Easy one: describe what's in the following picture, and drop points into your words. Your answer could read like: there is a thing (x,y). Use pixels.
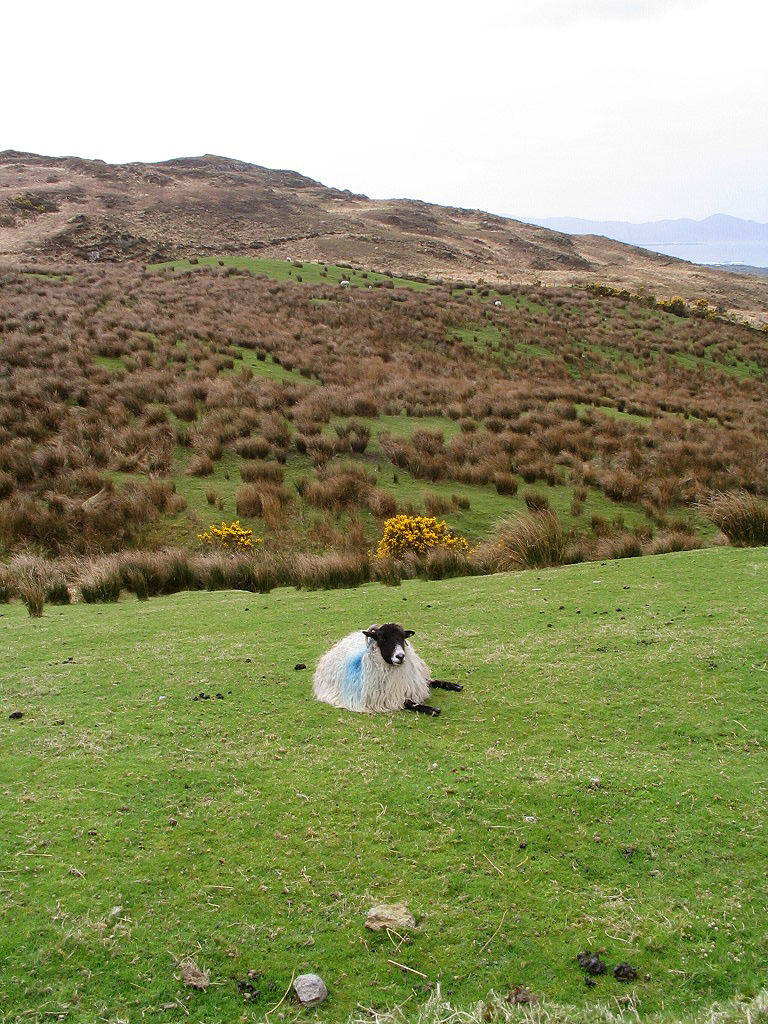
In the center of the image (409,643) we can see an animal (387,679). At the bottom (305,930) there is grass (491,920). In the background (489,260) there are hills (543,240) and sky (544,156).
